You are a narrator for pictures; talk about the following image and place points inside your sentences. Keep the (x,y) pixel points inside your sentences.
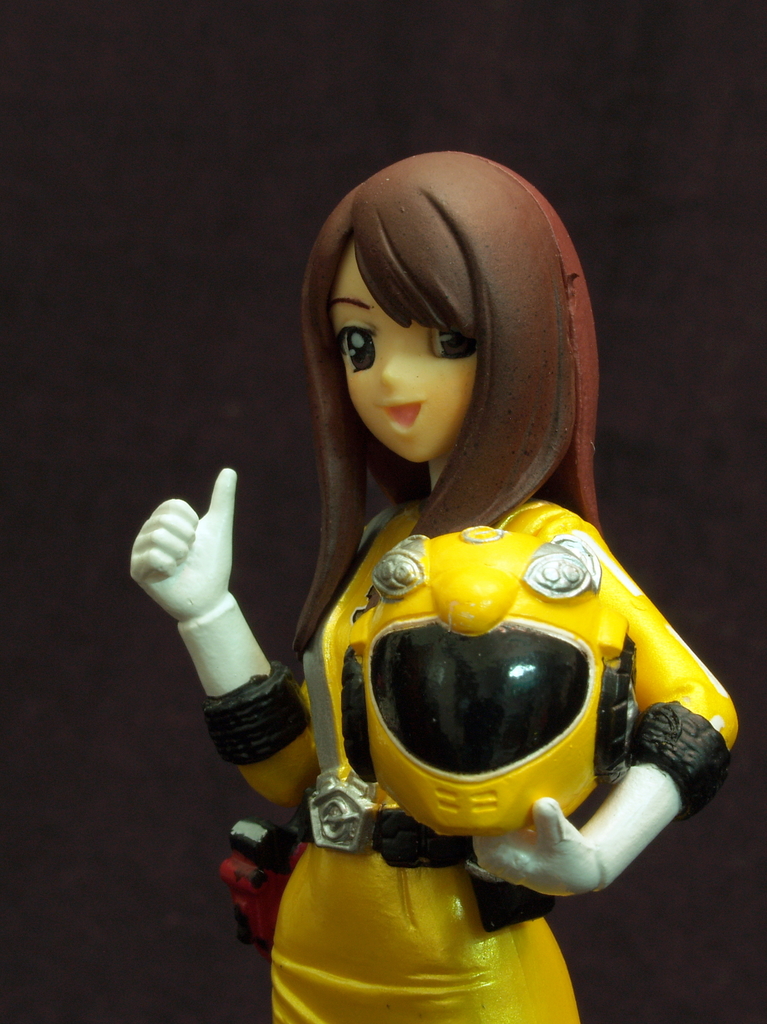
In front of the image there is a doll (354,517) holding the helmet (451,672). Behind the doll (697,679) there's a wall (219,82).
